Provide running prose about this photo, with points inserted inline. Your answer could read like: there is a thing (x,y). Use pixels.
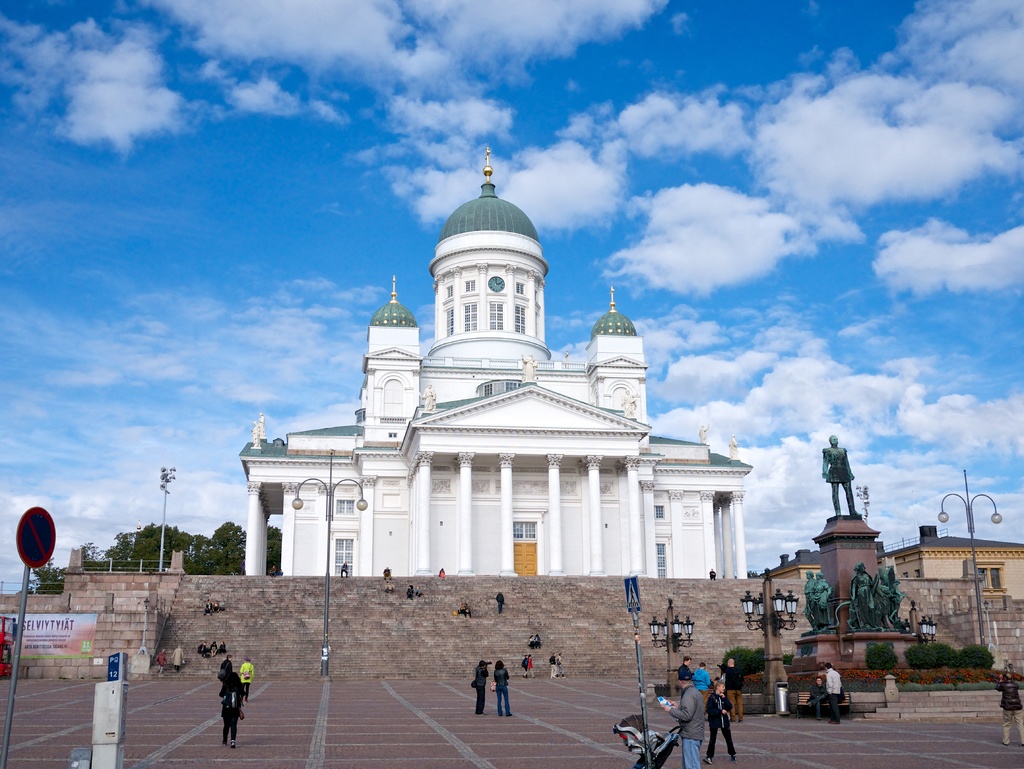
In this image, we can see a few buildings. We can see some stairs (880,709). We can see the ground (905,761). There are a few poles (680,625). We can see some statues (872,623), grass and plants (759,653). We can see some sign boards (41,536). We can see the fence (158,560). We can see a board (33,653) with some text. There are a few trees (188,539). We can see the sky (59,386) with clouds (62,475).
